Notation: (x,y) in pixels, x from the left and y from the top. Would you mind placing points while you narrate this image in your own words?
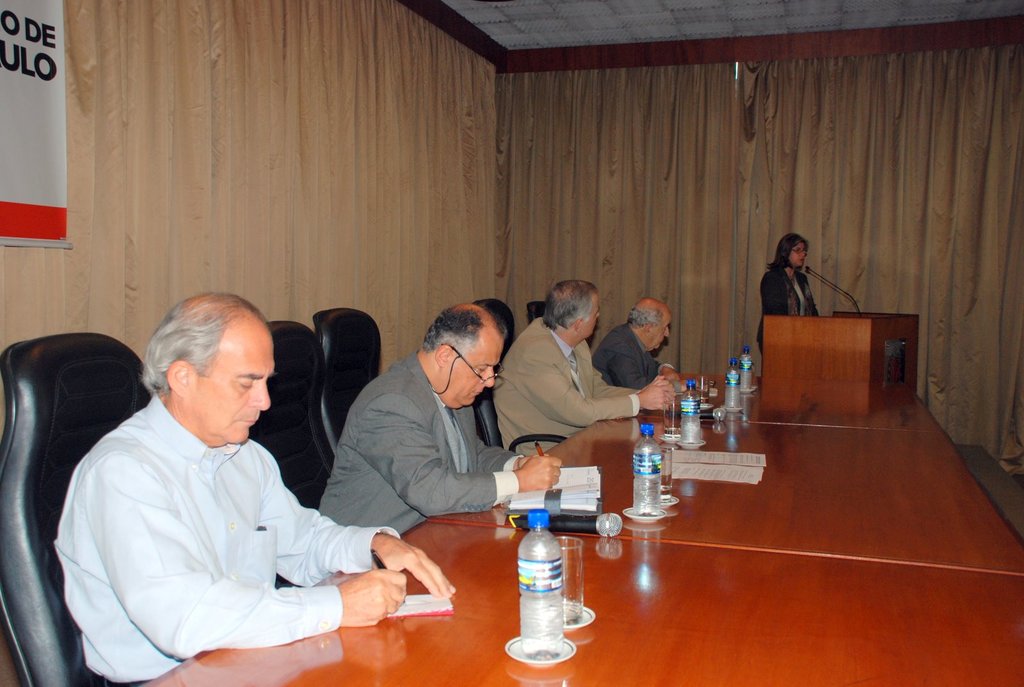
In this image there are four persons (361,430) sitting on the chair (344,424). On the table (521,537) there is a bottle (551,603), glass (568,579), book (564,476) and a pen (539,443). The woman (810,296) is standing in front of the podium (846,341). At the background (548,214) there is a curtain (483,245).
